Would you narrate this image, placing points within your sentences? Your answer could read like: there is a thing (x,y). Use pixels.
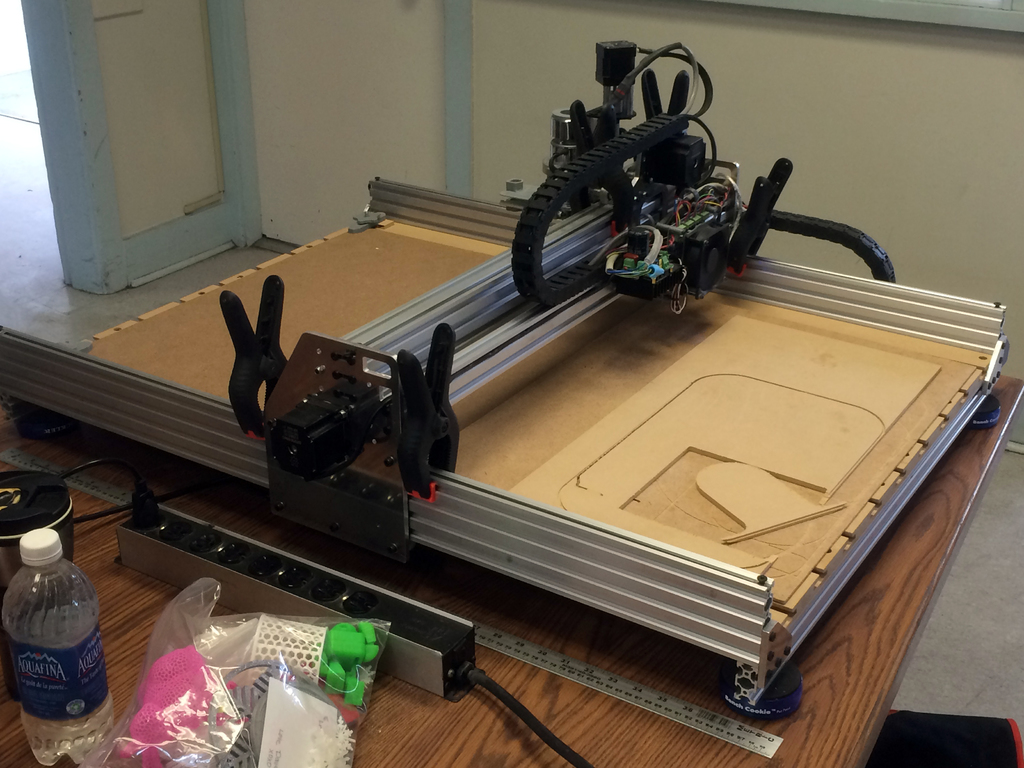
In this image there is a machine (935,291) on the table (614,651), beside that there is a scale (670,714), bottle (46,669) and packet (290,747) with some things (313,670).
